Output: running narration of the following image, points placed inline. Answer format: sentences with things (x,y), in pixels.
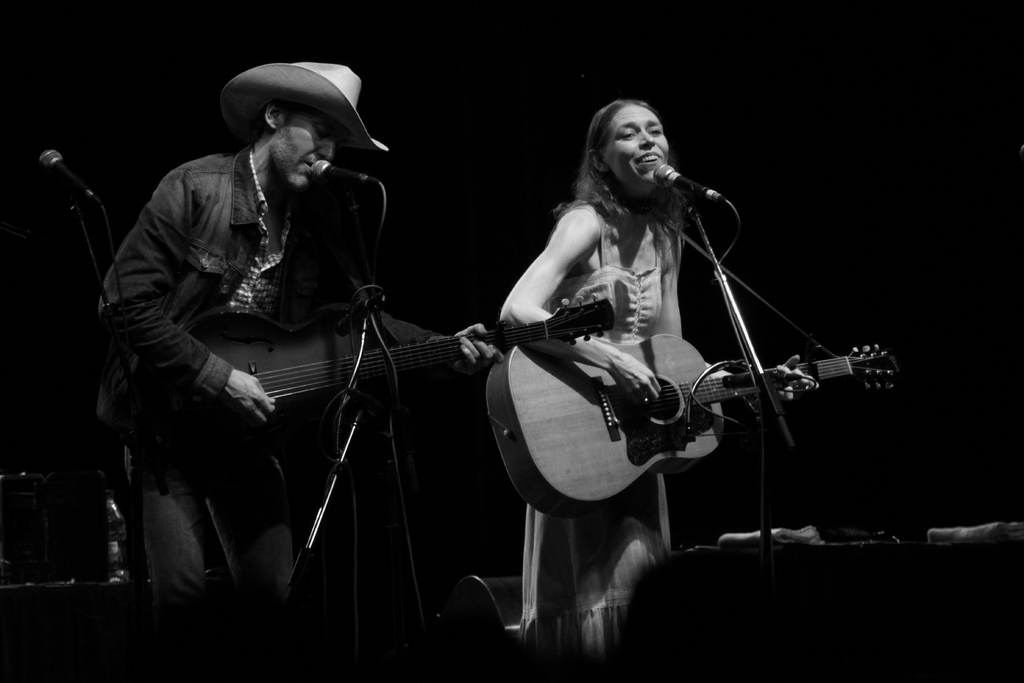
In this image we have a woman (623,288) standing and playing a guitar (728,392) near a micro phone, another man (141,284) standing and playing a guitar (187,391) and singing a song in the microphone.
